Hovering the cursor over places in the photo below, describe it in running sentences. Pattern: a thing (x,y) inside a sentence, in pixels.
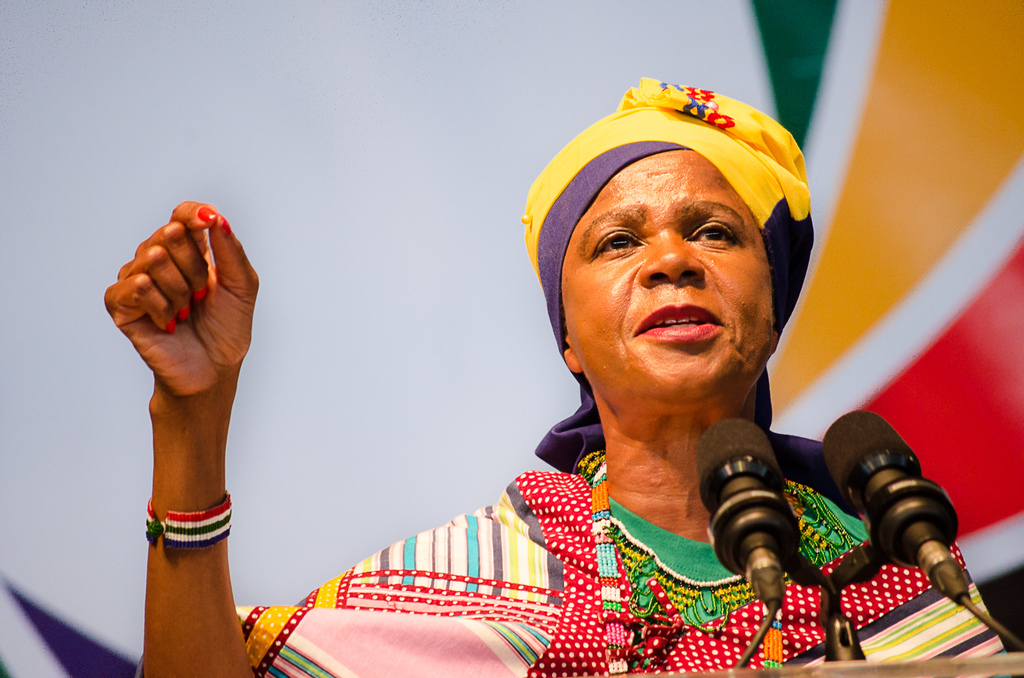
In the image there is a person (579,183) and the person (245,338) is speaking something, there are two mics (852,453) in front of the person (522,552).
